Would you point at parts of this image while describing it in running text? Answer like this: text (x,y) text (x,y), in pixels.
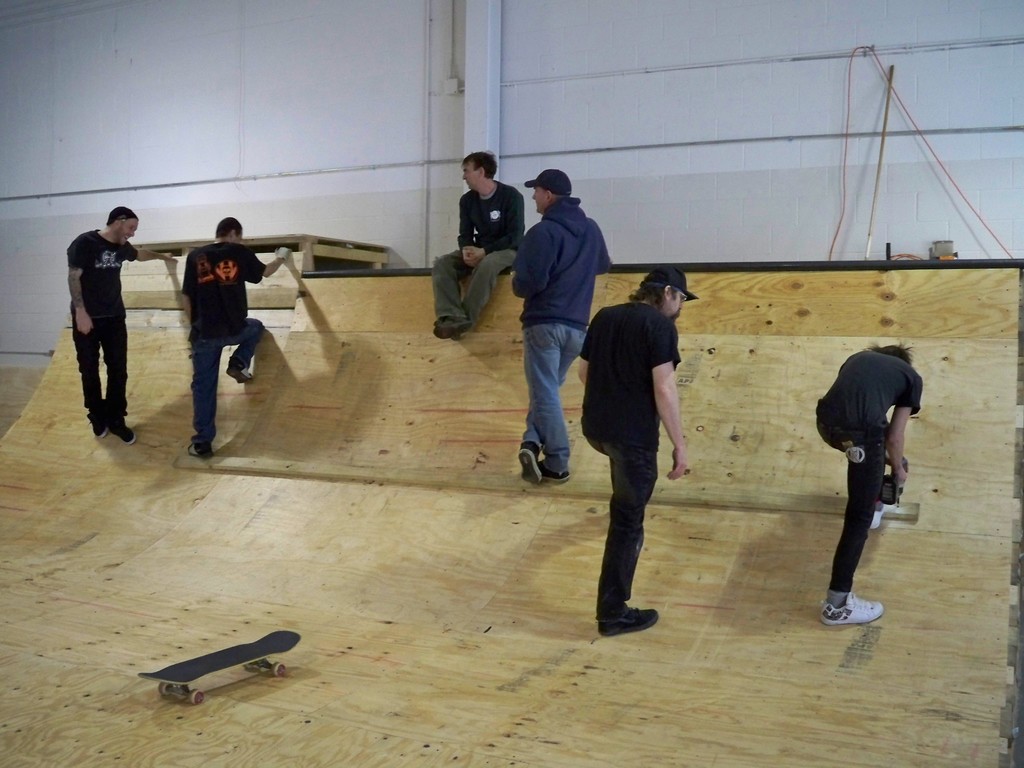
Here is a person (485,277) sitting and five people (861,534) standing. This looks like an indoor skatepark (406,508). I can see a skateboard (170,684). This is a wall (297,167). This looks like a stick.
